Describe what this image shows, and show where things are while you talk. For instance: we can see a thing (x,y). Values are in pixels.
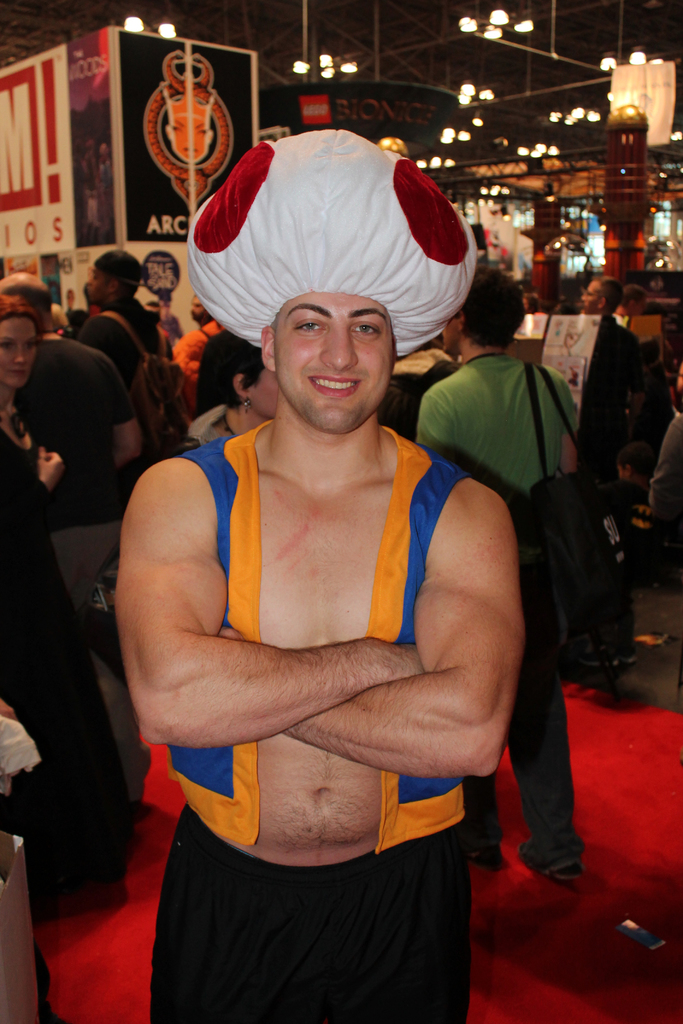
There is a man (446,475) in the center of the image (254,454), it seems like he is wearing a costume (398,473). There are people (87,315), light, other objects (537,327), posters (559,322) and a roof (512,124) in the background area (240,133).
